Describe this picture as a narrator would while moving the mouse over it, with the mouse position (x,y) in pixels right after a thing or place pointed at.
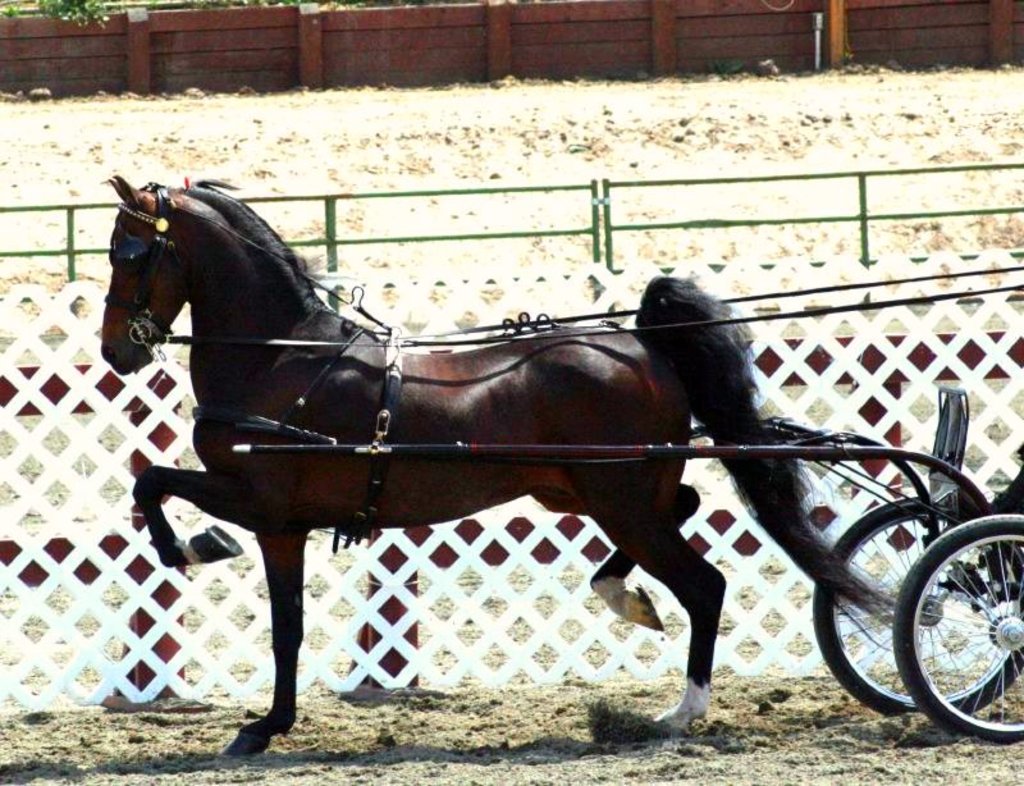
In this image I can see a horse cart (633,463). In the background (105,411), I can see the mesh (115,409) and the wall (232,63).
